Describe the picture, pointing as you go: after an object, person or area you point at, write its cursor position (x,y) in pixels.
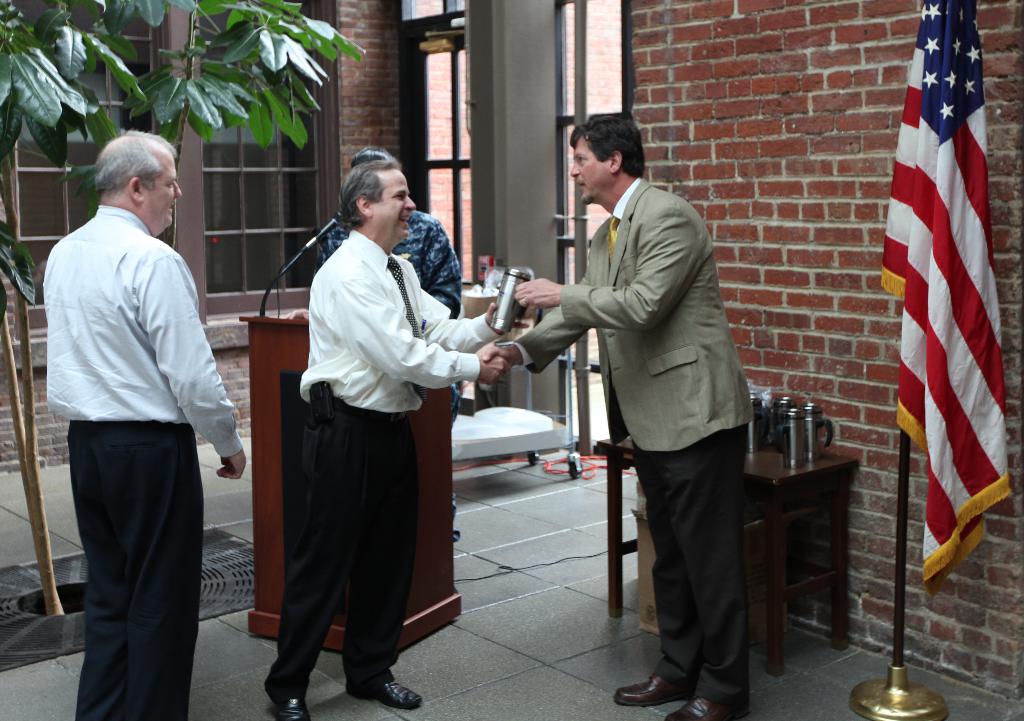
In the picture we can see four people (692,303) are standing and two persons (696,315) are shaking hands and holding a bottle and in the background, we can see some person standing near the desk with a microphone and behind him we can see a wall (889,567) with some windows (37,208) with glasses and a flag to the pole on the floor (54,688).
